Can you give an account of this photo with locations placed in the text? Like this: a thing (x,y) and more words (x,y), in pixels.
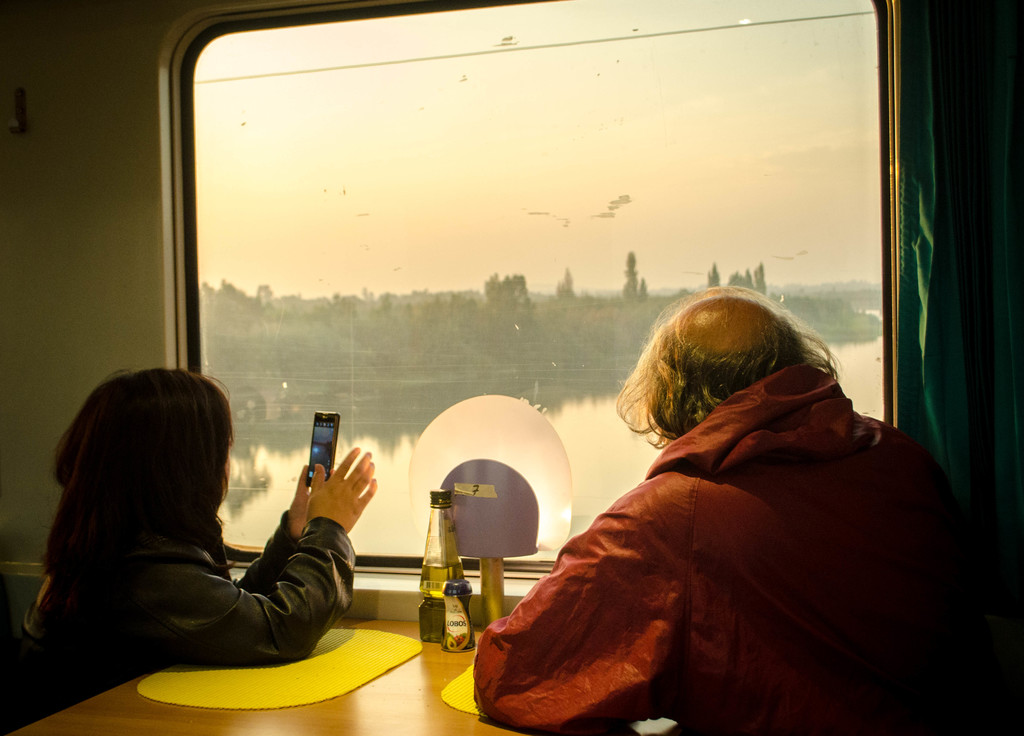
In this image I can see a two persons (661,568) sitting. On the right side (798,497) the persons (810,542) is wearing a red jacket (752,606). On the left side (183,592) the persons (226,596) is wearing a black jacket (279,602). On the table (439,645) there is bottle (439,628) and cloth (374,649). On the left-side the person (323,480) is holding a camera (327,430). There are in a vehicle (129,132) at the back side (410,344) we can see water (427,411) and a trees (356,324).
